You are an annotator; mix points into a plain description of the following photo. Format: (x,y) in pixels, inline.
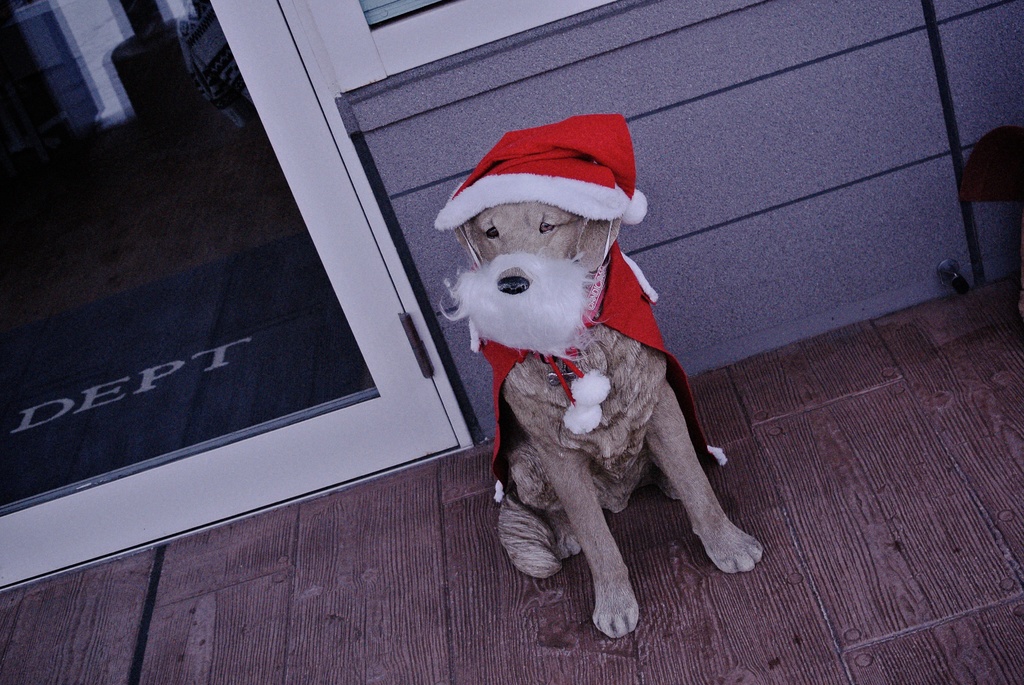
In this picture there is a dog (664,419) who is wearing the mask (552,296) and cloth (673,371). He is sitting near to the door (353,370) and wall (792,315). At the bottom (565,677) I can see the wooden floor (671,619).
